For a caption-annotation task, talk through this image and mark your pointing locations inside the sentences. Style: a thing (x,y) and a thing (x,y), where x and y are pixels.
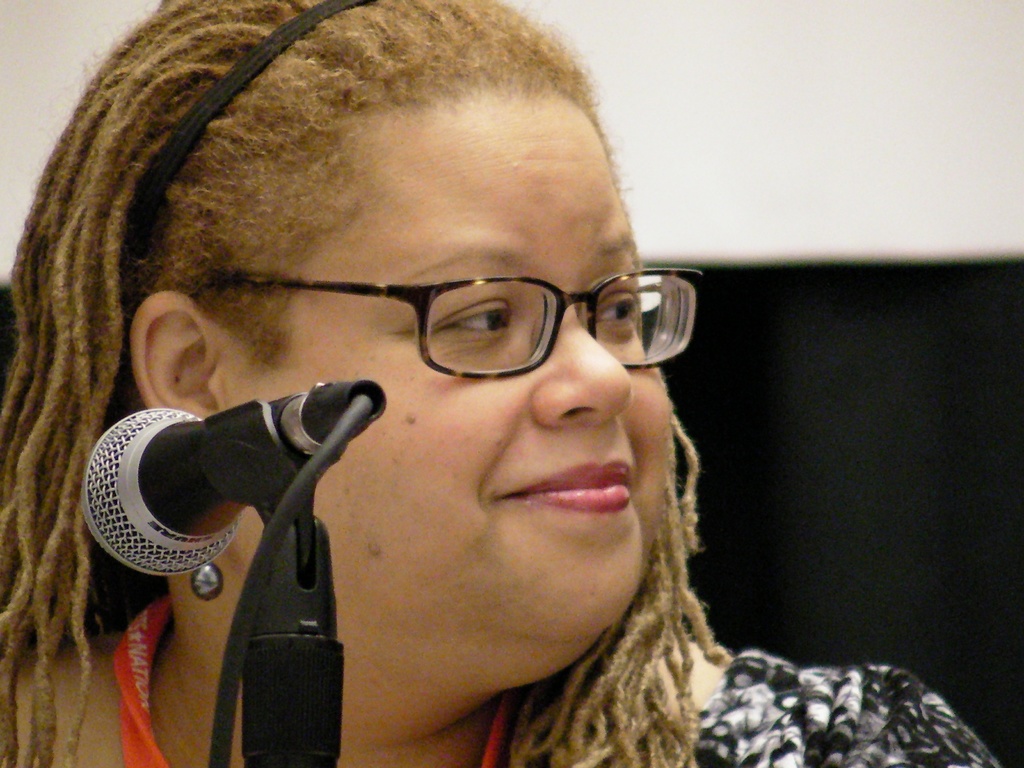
There is a woman (637,491) in black color dress (855,698) smiling in front of a mic (152,494) which is attached to the stand (300,747). In the background (725,307), there is a black color sheet (882,354) near a white wall (818,104).
